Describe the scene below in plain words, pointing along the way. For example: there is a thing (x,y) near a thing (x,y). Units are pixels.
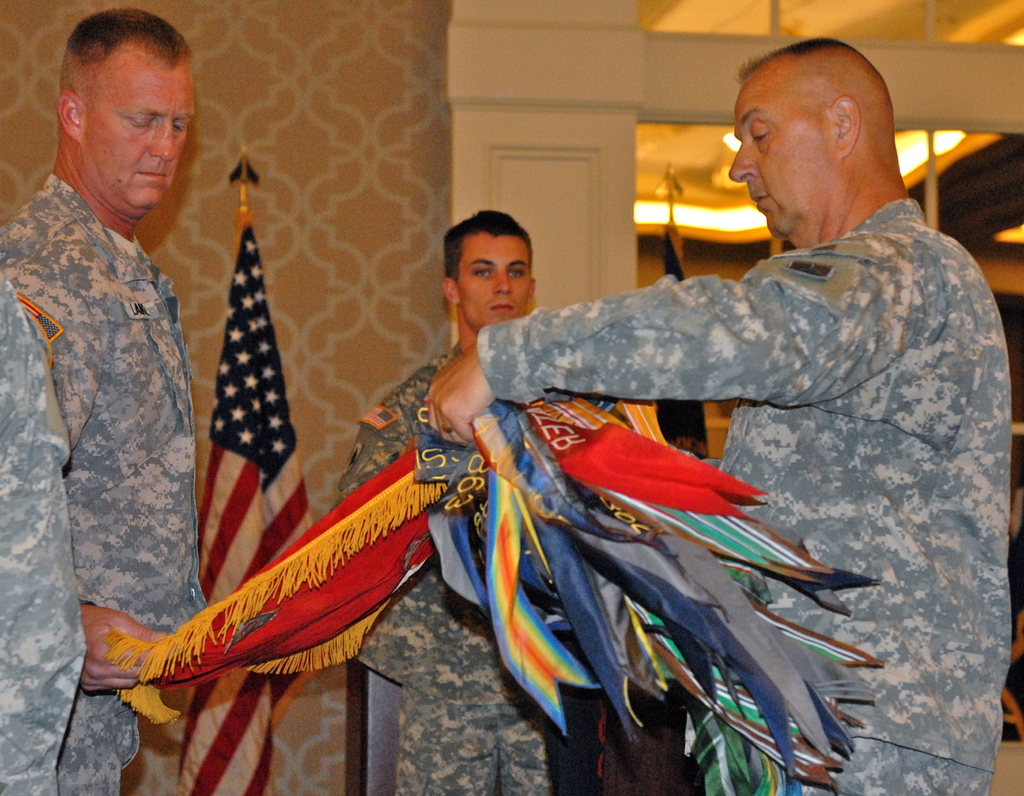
In this picture, we see three men (111,304) in the uniforms (50,267) are standing. The man (859,528) on the right side (822,443) is holding flags (579,567) in his hands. The man (138,325) on the left side (109,578) is also holding a red flag (232,624) in his hand (103,637). Behind them, we see a flag (222,484) in red, white and blue color. Behind that, we see a wall (434,137). In the right top of the picture (709,13), we see the ceiling (750,208) of the room (698,203).
